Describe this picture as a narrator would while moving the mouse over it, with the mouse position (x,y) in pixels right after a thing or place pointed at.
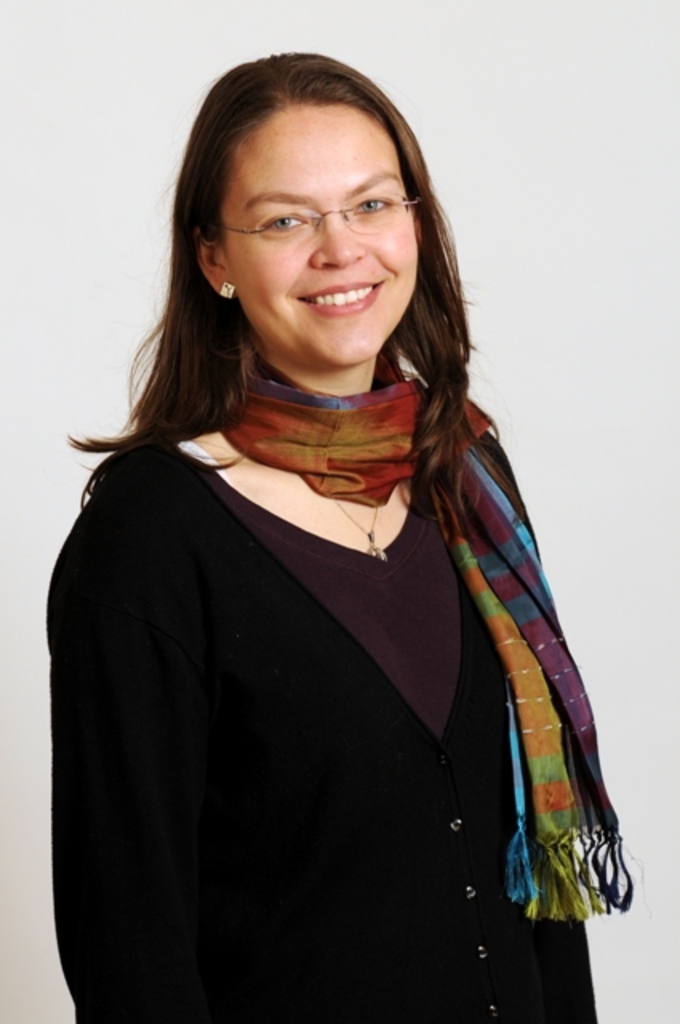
In this picture I can see a woman (315,291) who is wearing black and brown color dress (356,605) and I see a scarf (336,423) around her neck (363,366) which is colorful and I see that she is smiling and I see the white color background (25,387).
